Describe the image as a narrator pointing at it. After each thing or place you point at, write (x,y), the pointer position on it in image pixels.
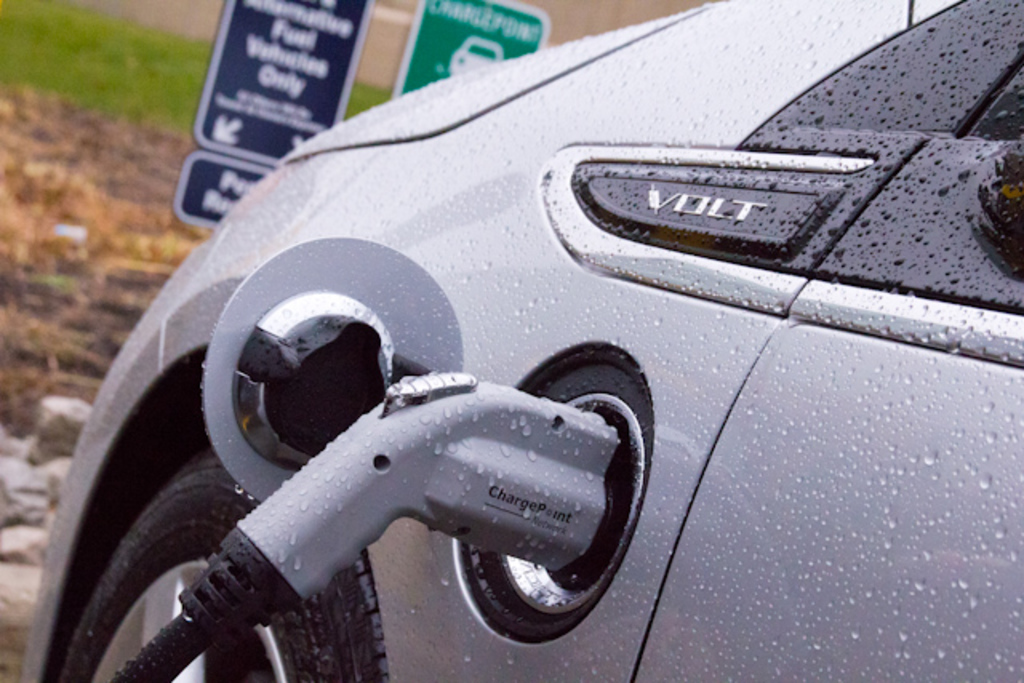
In the picture I can see a car (426,341) and an object (355,487) attached to the car (420,248). In the background (252,129) I can see boards (334,65) on which something written on them. The background of the image (132,217) is blurred.
